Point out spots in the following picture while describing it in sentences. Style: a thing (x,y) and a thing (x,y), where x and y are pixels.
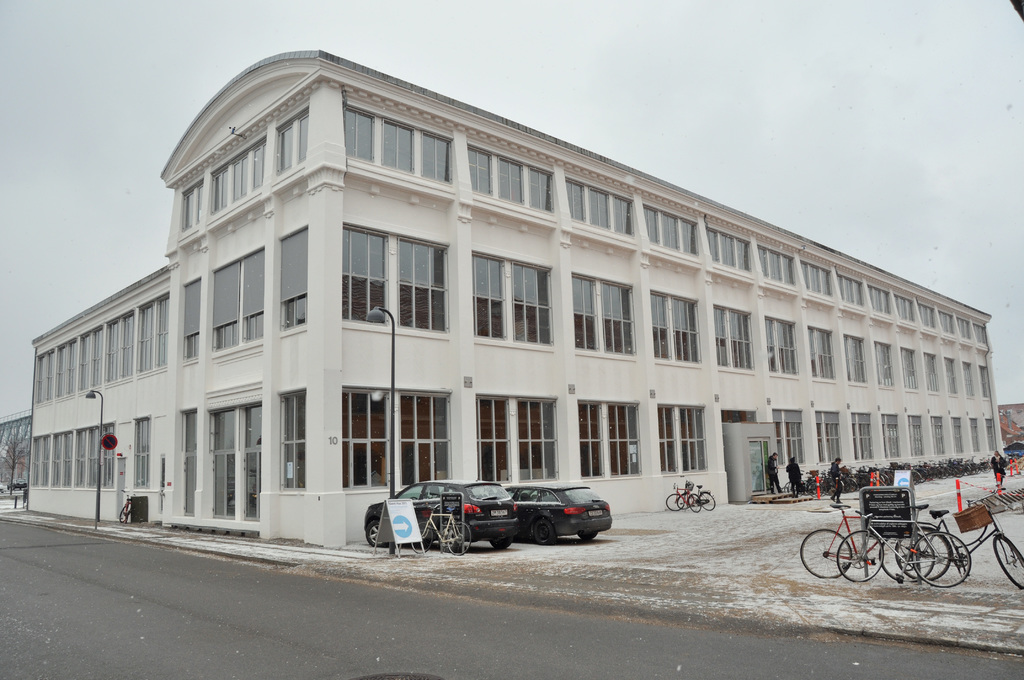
In this image I can see few vehicles (414,493) and I can see few people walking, light poles (394,419), buildings (340,418), few glass windows (419,416) and the sky (718,105) is in white color.
